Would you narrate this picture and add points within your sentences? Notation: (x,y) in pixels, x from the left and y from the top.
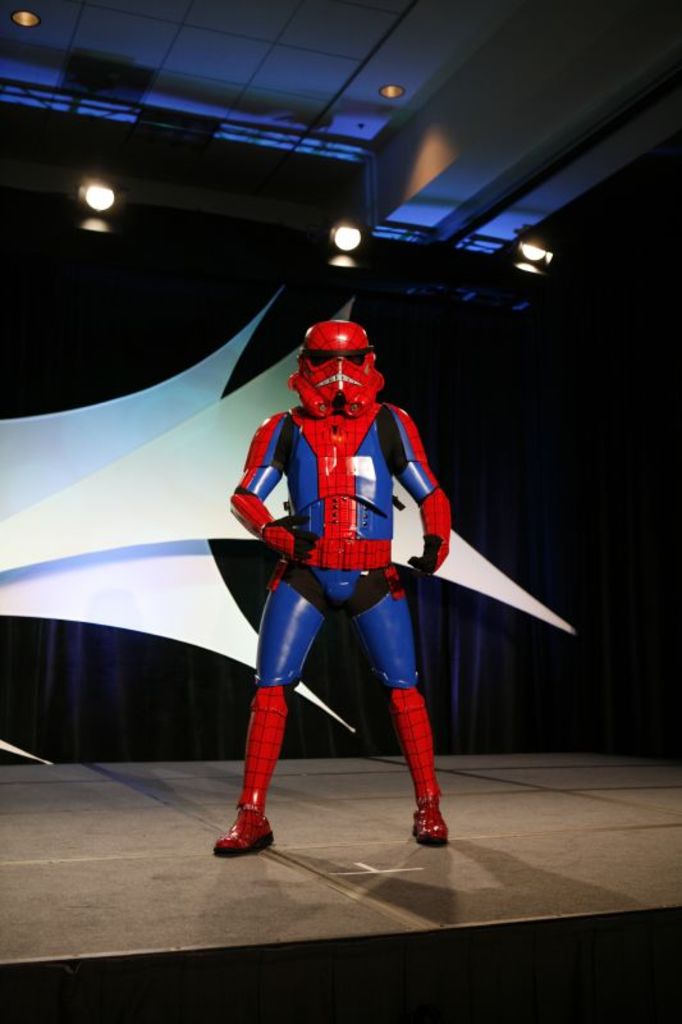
In this image a person (272,668) is standing on the stage (455,888). He is wearing a mask (314,395). Behind him there is curtain (612,687). Few lights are attached to the roof (2,178).
